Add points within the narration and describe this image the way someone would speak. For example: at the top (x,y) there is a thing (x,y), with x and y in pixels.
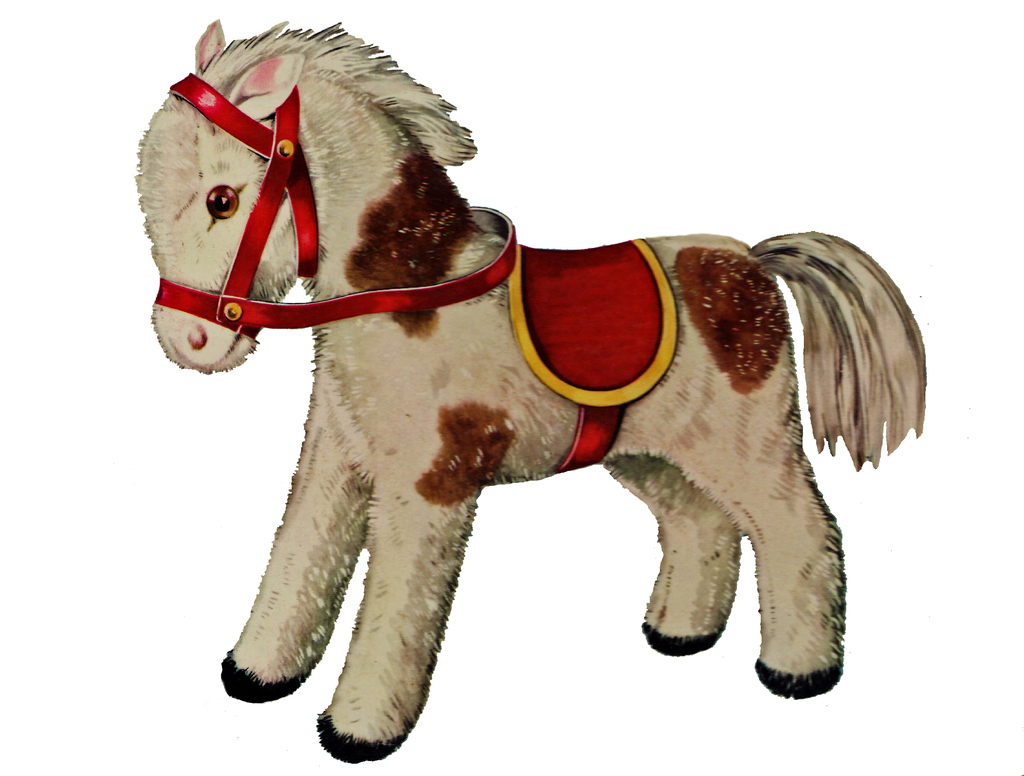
In the image there is a pony horse (771,292) picture and the background (728,149) is white in color.
